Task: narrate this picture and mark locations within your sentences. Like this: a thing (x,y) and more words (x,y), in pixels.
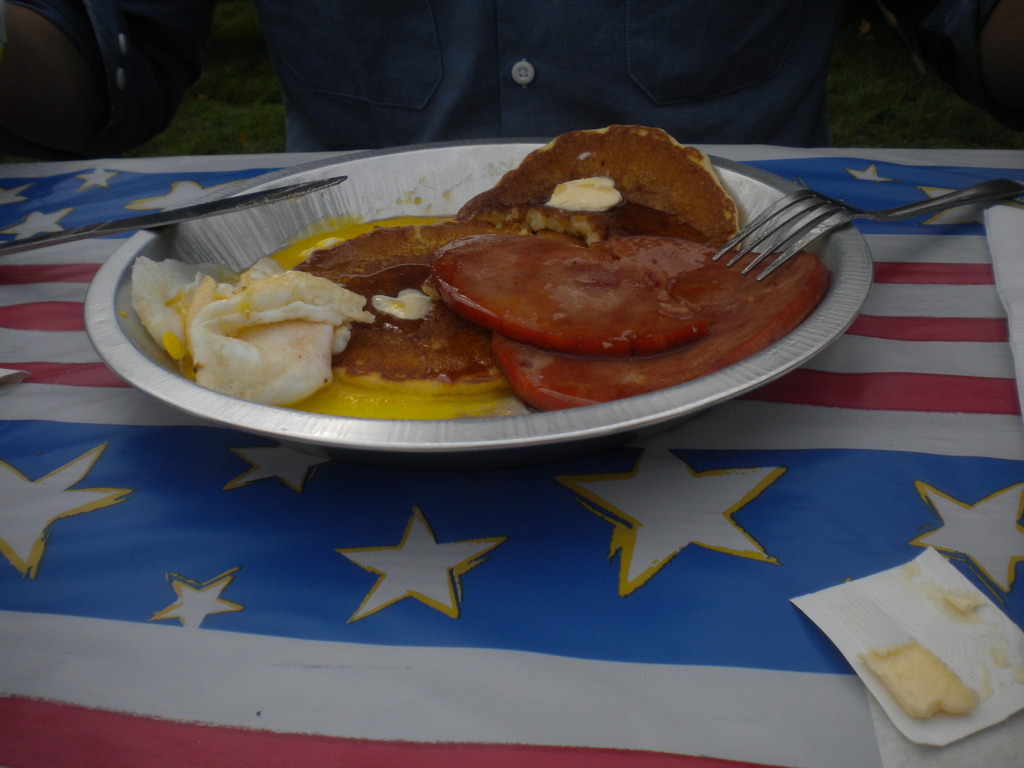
In the picture we can see a table (824,547) with a flag cloth (854,719) on it, we can see a plate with some food item (557,150) and on it we can see a knife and fork (975,193) and besides the plate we can see a piece of paper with some cream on it and near to the table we can see a person (677,122) sitting wearing a blue shirt (358,96).
